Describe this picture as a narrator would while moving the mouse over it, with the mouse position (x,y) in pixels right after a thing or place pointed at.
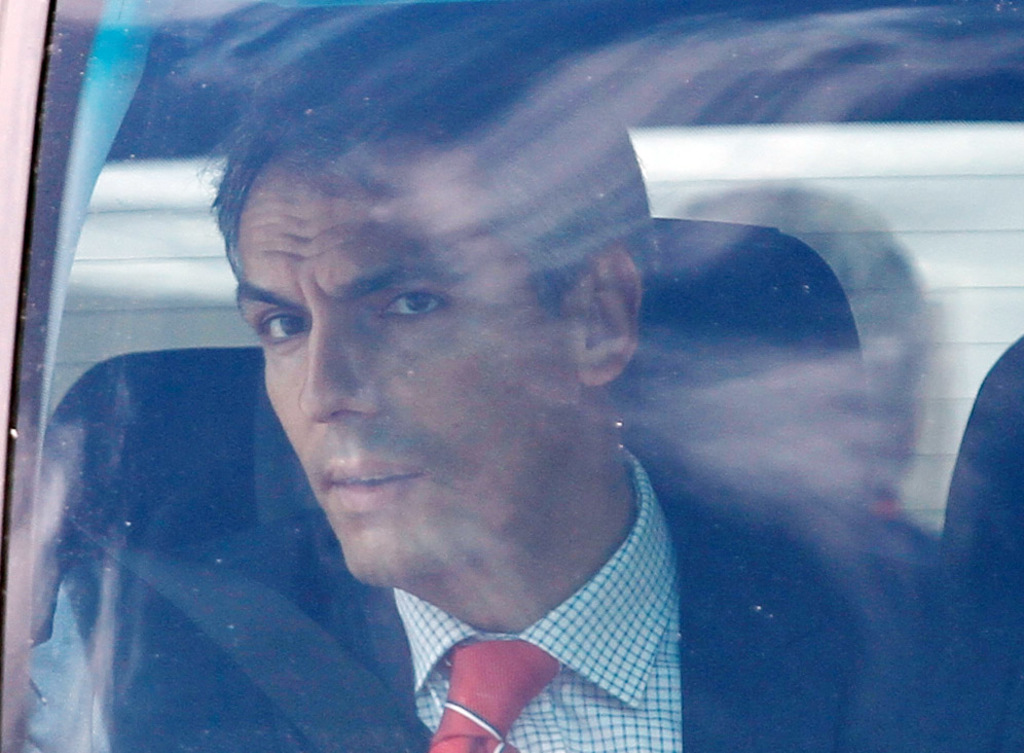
In this picture, I can see a person (285,212) sitting in a car (212,542).
